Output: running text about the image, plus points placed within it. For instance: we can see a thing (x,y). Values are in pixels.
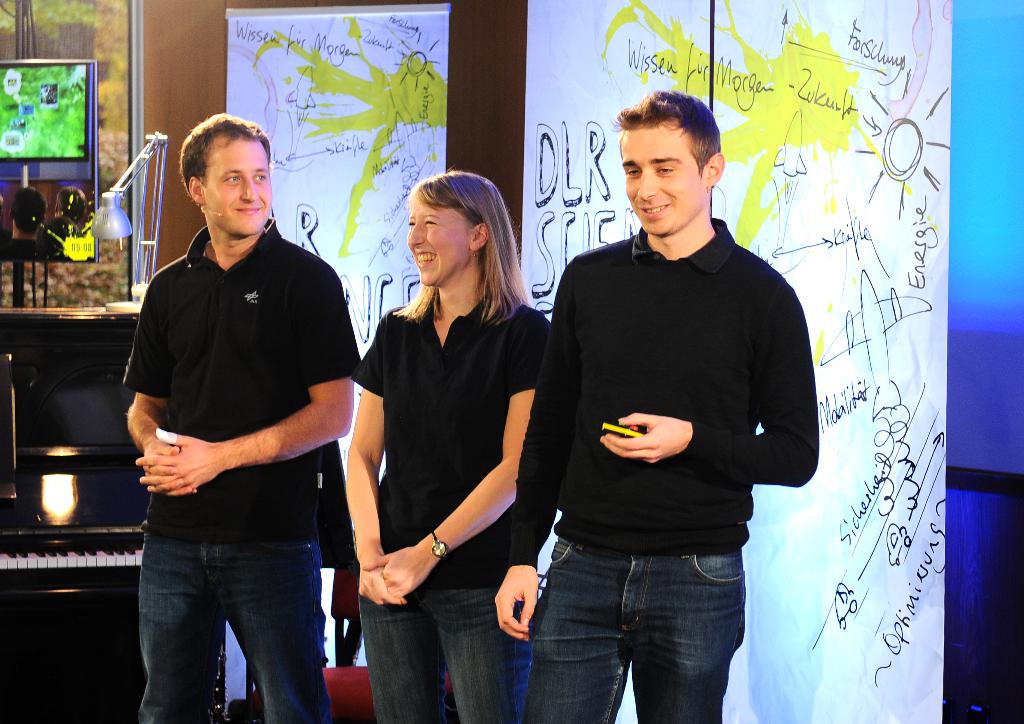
In this picture I can see three persons (425,328) in the middle (582,399), they are smiling and wearing the black color t-shirts (457,434). In the background (325,31) those look like the banners (580,213) with text (566,175) and paintings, on the left side (139,515) I can see a piano (94,574), a television (70,147) and a lamp (103,213).
